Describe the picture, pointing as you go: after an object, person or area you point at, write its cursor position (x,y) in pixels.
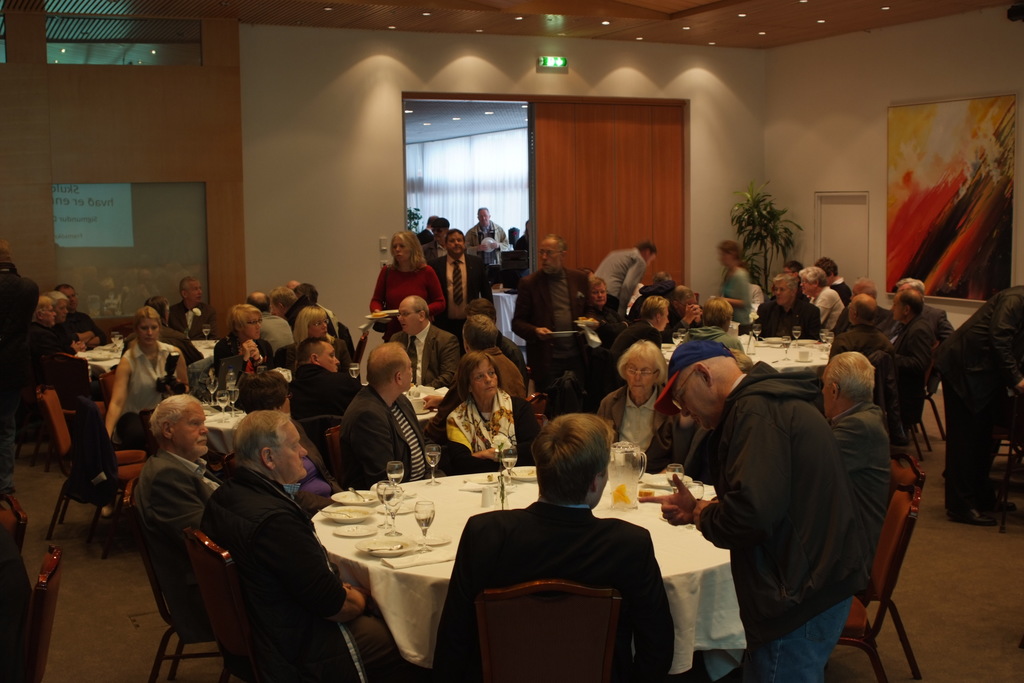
There are many people (520,382) in the room (468,270). There are tables (472,497) around it there are chairs (546,585). On the table (376,521) there are plates (389,545), glasses (380,495). In the background (588,130) there is a door (625,147), there is a plant (751,207). On the right side (993,163) there is painting (920,197) on the wall (828,69). On the top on the ceiling (432,27) there are lights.
